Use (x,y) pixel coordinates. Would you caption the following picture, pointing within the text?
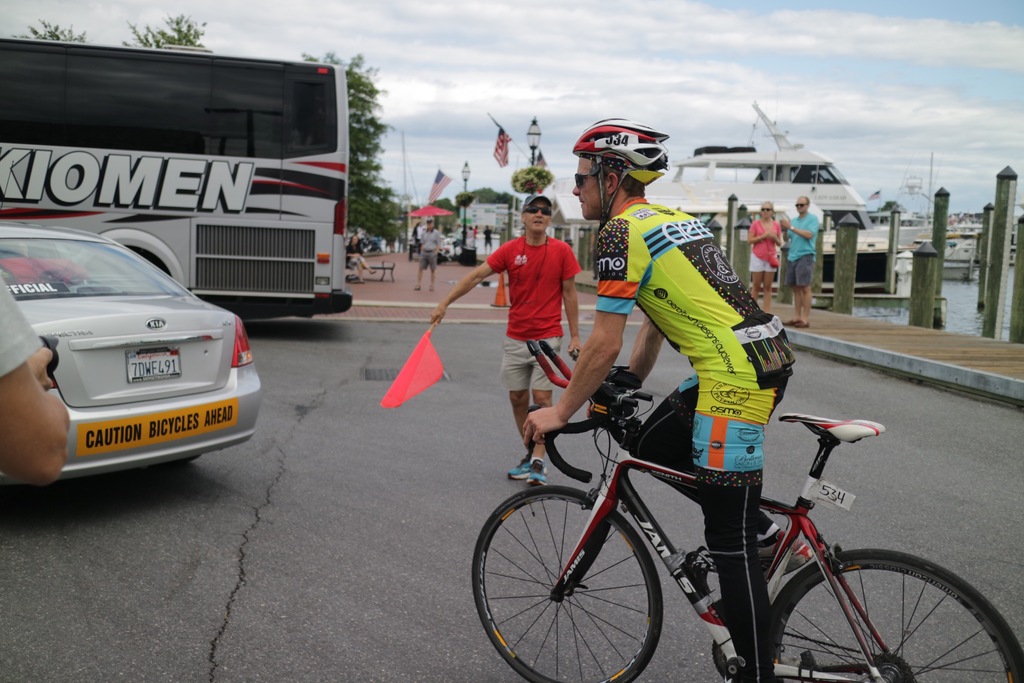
In this picture there are people (604,247), among them there is a man (696,428) riding bicycle (701,572) on the road (518,607) and we can see vehicles (138,291), poles (996,336) and boats (912,230) on the water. In the background of the image (465,173) we can see trees (357,104), lights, flags (436,186), patio umbrella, bench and sky (670,84) with clouds (686,86).
